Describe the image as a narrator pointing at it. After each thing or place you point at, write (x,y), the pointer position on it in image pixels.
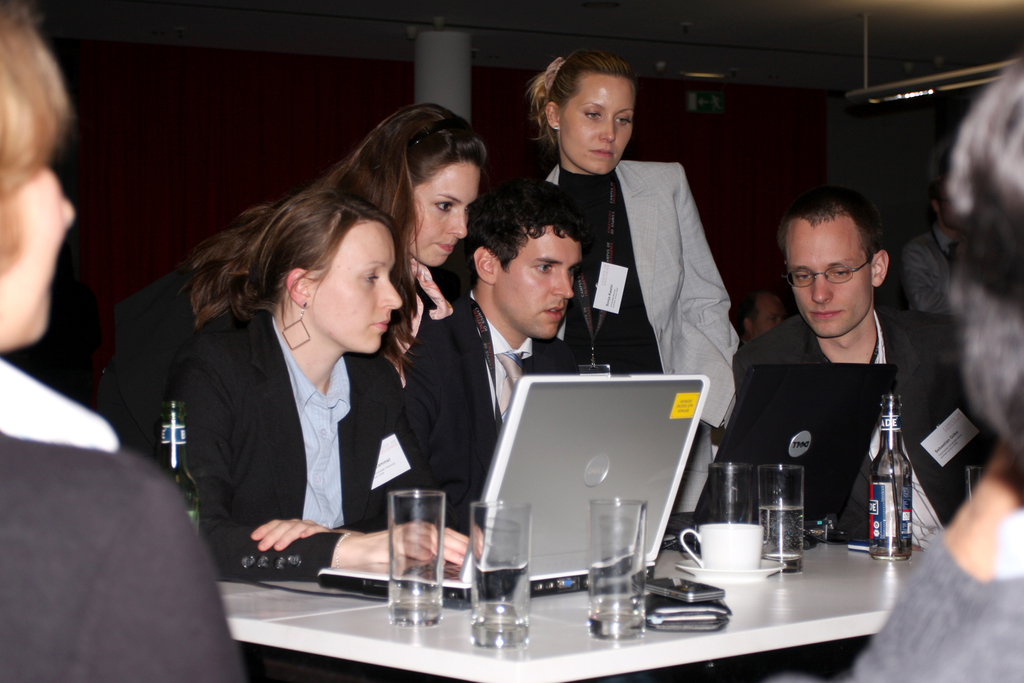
Here, in this picture we see one two three four five six seven eight nine, nine people (539,288). Out of them, five (55,577) are women (70,582) and four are men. Two men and a woman (275,405) is sitting on chair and operating laptops (630,485). These laptops (578,536) are placed on the table (795,605). On table (792,589) we find glasses (786,558), cup (746,549), saucer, wallet (694,620), bottle (903,514) and the two women (642,198) are standing and looking at the laptop (523,471). Behind them, we find pillar (417,45) and a wall (231,120).
